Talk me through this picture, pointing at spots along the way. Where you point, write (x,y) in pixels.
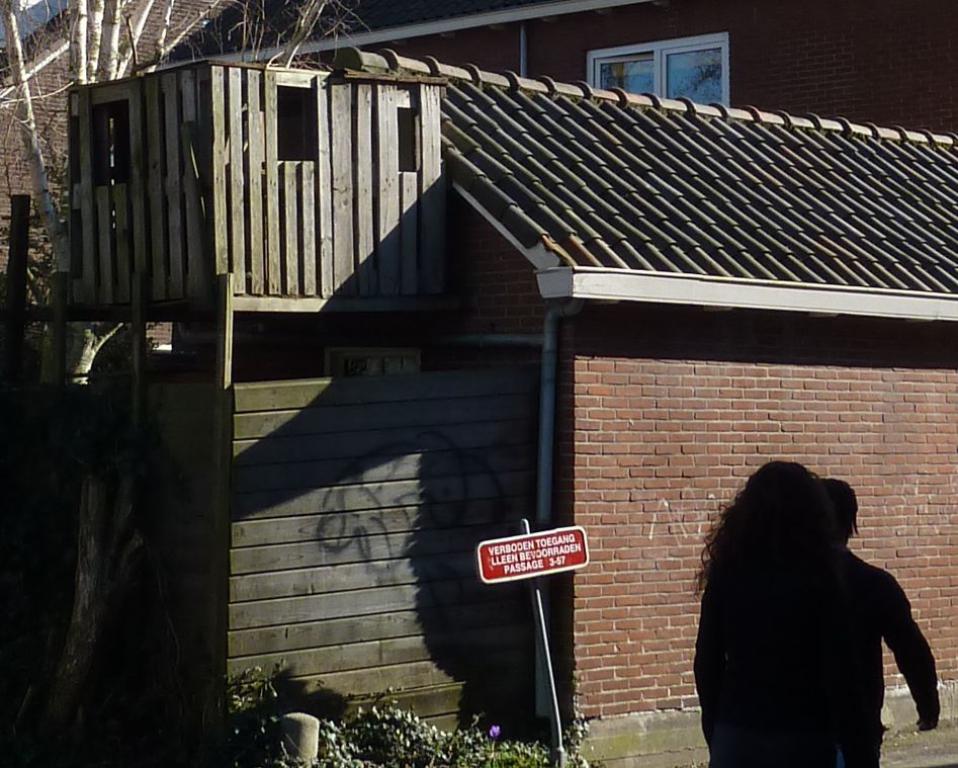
On the right side of the image (811,631) we can see sign board (496,568) and persons (819,670) on the road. In the background (629,487) we can see house (555,54) and tree (116,65).
